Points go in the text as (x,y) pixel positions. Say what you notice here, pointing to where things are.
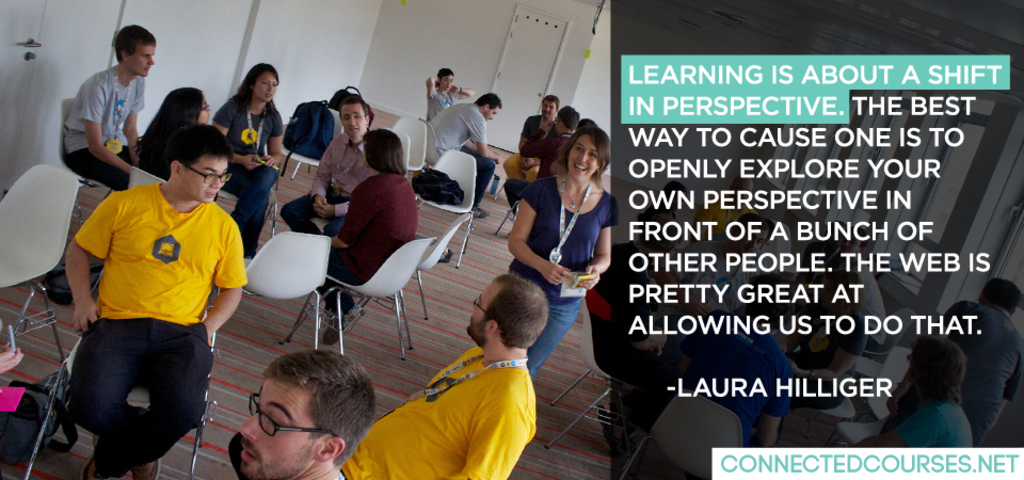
In this picture I can see few are sitting in the chairs (412,134) and few are standing and I can see few bags (432,175) on the chairs (412,154) and text (897,195) on the right side of the picture (850,236).
